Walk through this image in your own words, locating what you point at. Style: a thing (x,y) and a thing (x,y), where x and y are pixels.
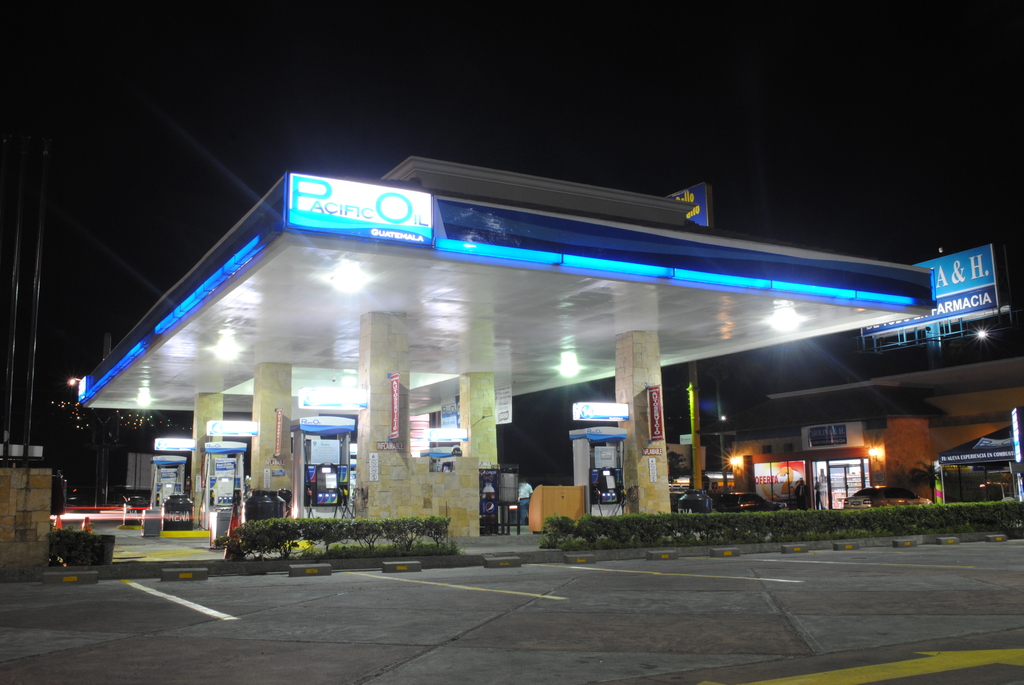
This image consists of a fuel station (411,447). At the bottom (535,609), there is a road (726,570). In the middle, there are plants (81,537). At the top (801,62), there is a sky (520,129).
